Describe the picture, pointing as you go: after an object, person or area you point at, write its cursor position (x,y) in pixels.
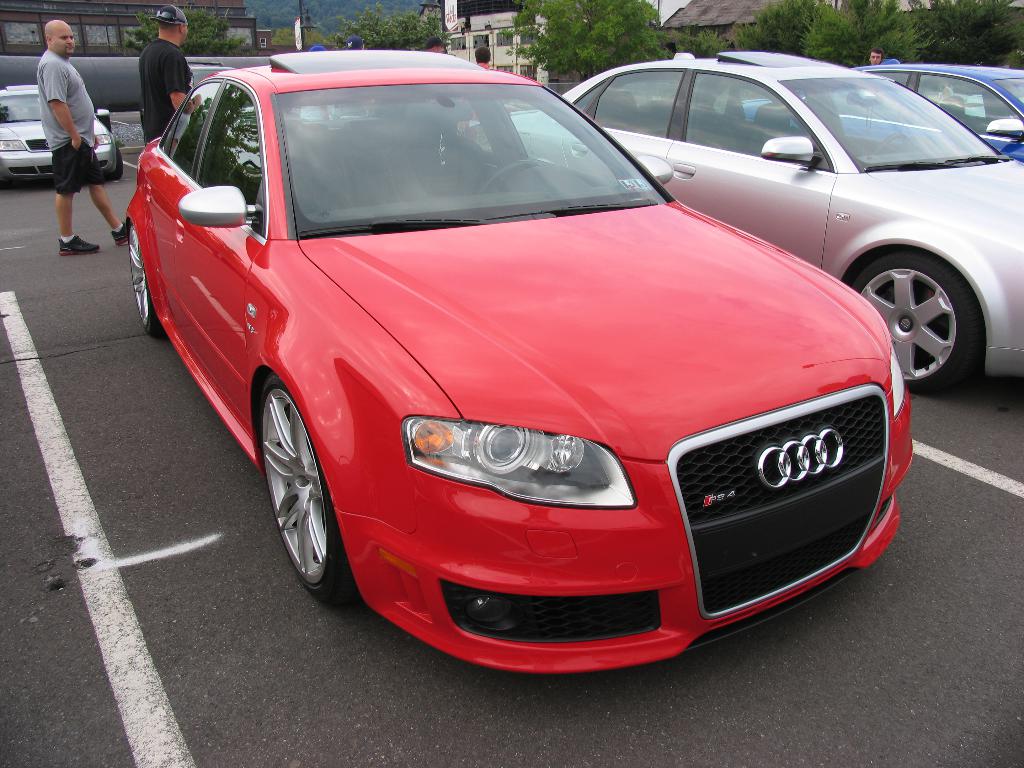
This picture is clicked outside the city. In this picture, we see four cars (467,252) parked on the road (223,595). Behind that, we see a man (58,115) in grey T-shirt (62,79) and a man (161,73) in black T-shirt (159,75) is walking on the road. There are trees (387,41) and buildings (680,21) in the background (629,60). At the bottom of the picture (234,672), we see the road (331,671).
